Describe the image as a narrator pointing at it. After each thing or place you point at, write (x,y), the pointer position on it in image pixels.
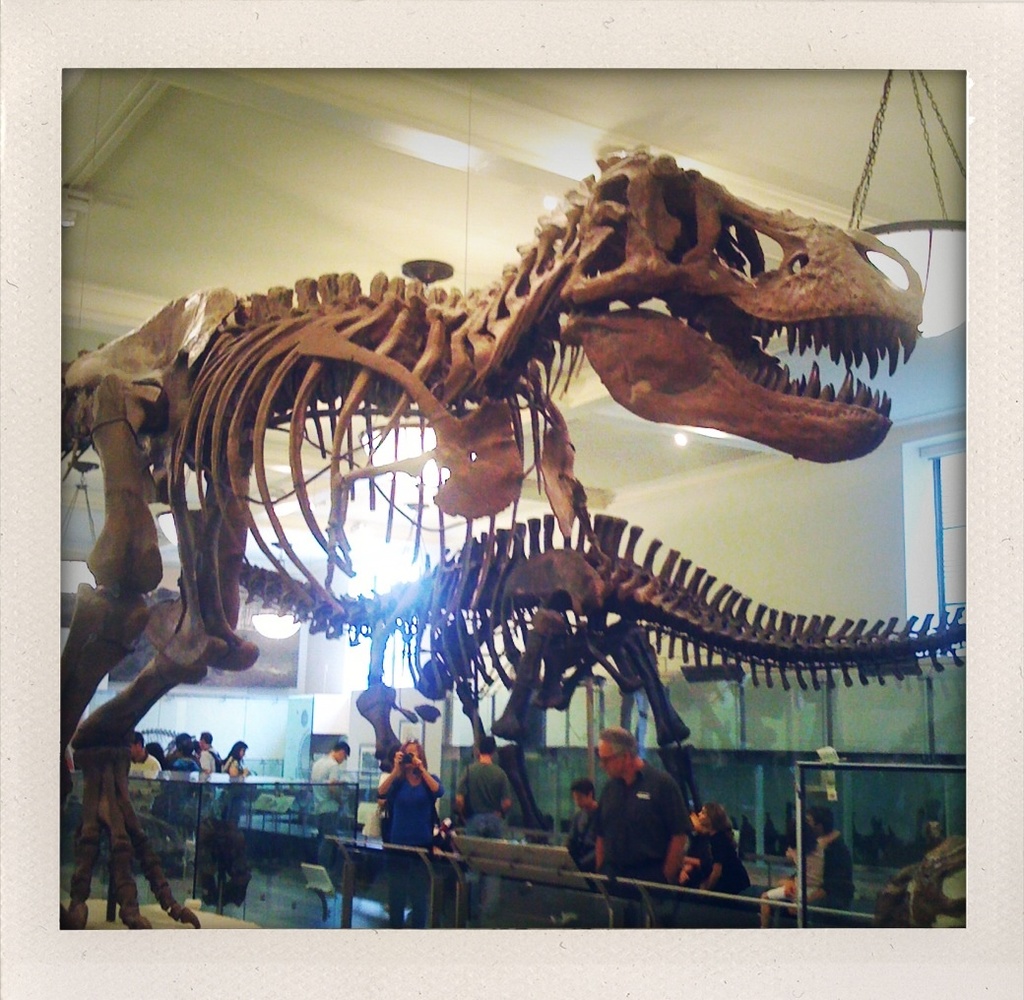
In this picture we can see the skeleton (737,656) of a few animals (611,315). There are some people (655,791) visible from left to right. Some light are visible on top.
